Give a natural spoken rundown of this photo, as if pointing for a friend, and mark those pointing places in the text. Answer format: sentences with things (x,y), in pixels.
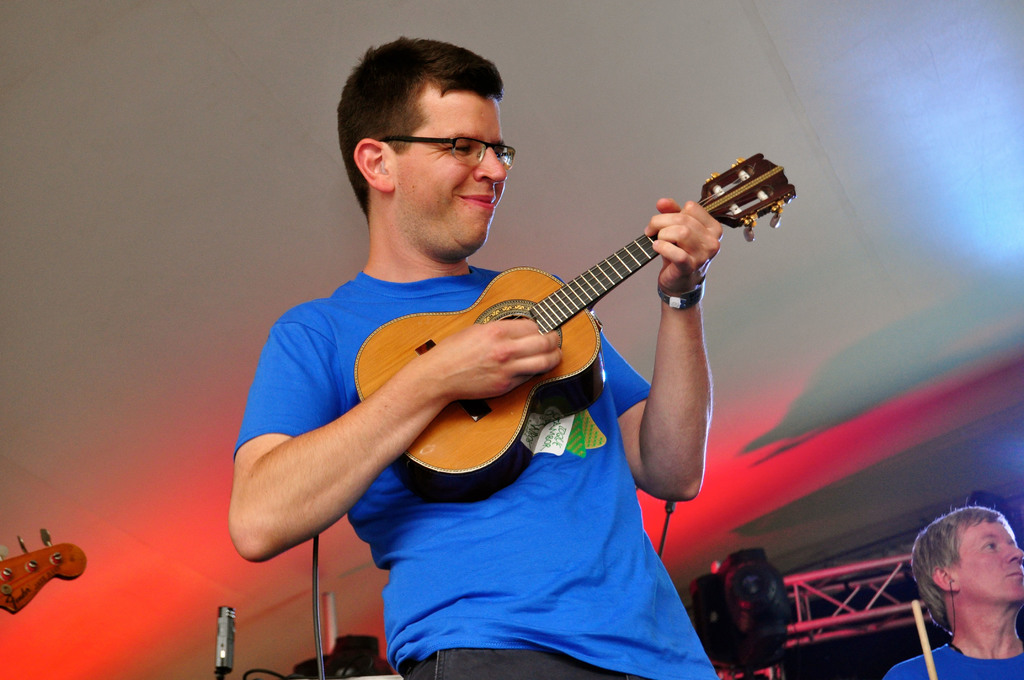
This picture shows a man (404,496), playing a guitar (566,350) in his hands (473,376). He is wearing spectacles (438,141). In the background (989,588), there is another person (947,612) standing and a wall (823,341) here.
